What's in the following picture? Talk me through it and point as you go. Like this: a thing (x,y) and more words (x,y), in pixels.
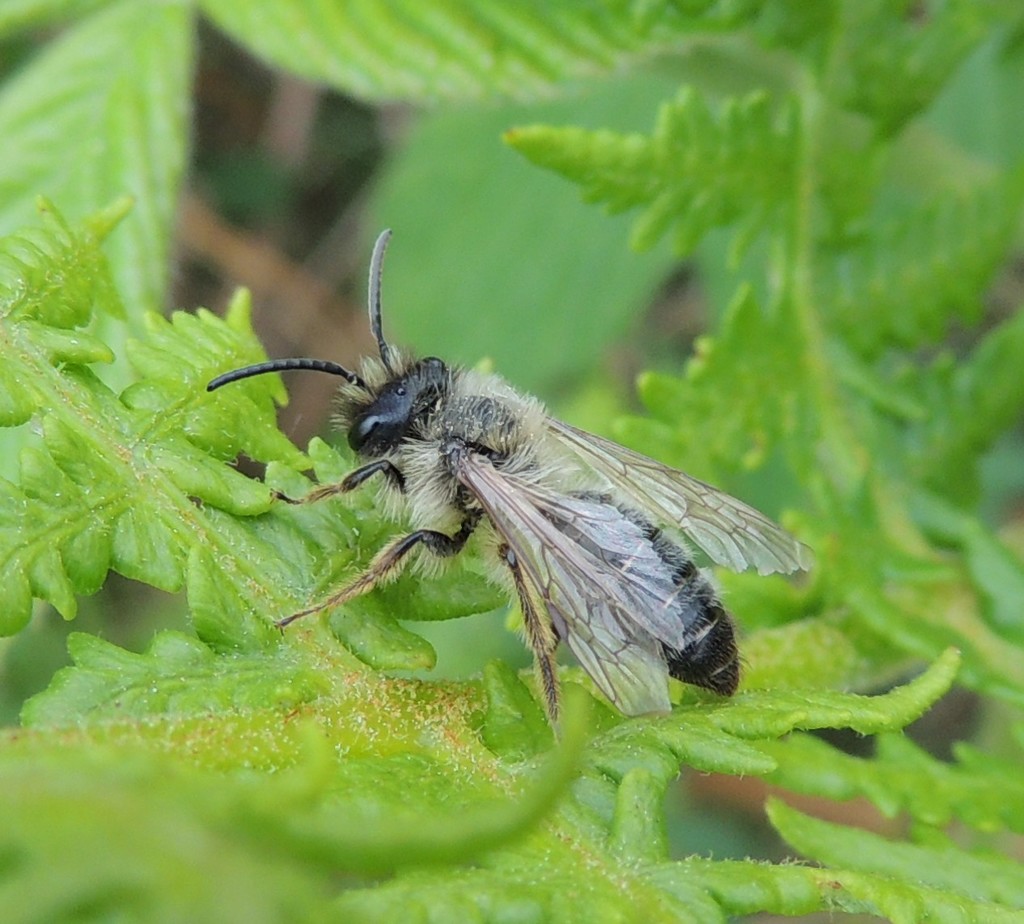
In this picture I see a bee (786,541), It is black and white in color on the leaf (673,918).
